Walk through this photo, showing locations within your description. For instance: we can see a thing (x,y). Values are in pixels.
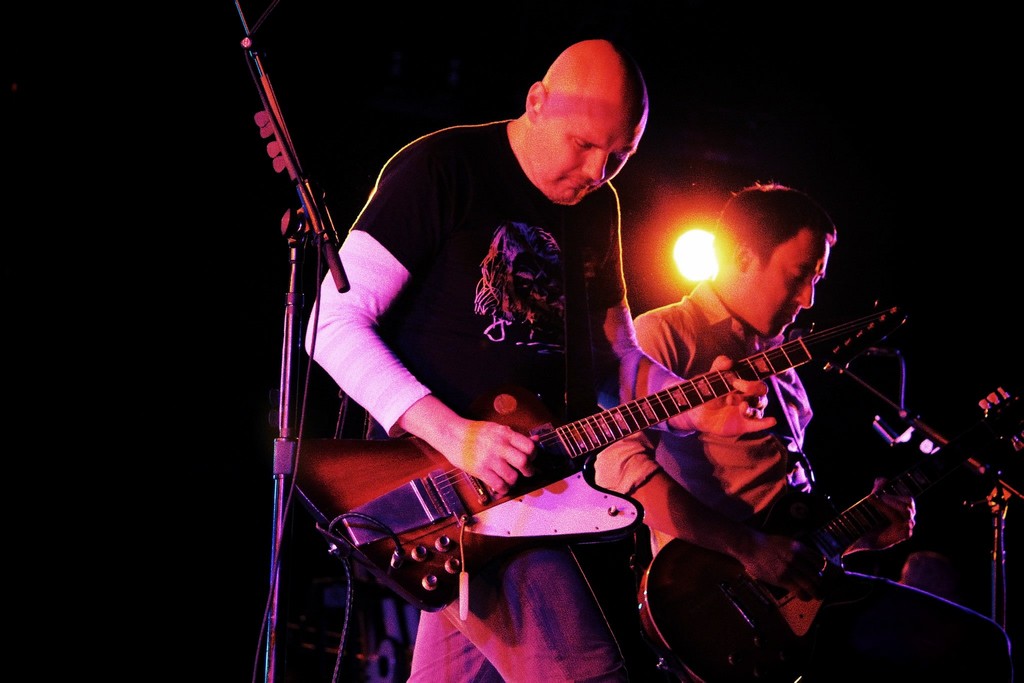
There are two men (542,345) on the stage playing musical instruments (324,462) and there is a microphone (269,75) with stand (297,256).
